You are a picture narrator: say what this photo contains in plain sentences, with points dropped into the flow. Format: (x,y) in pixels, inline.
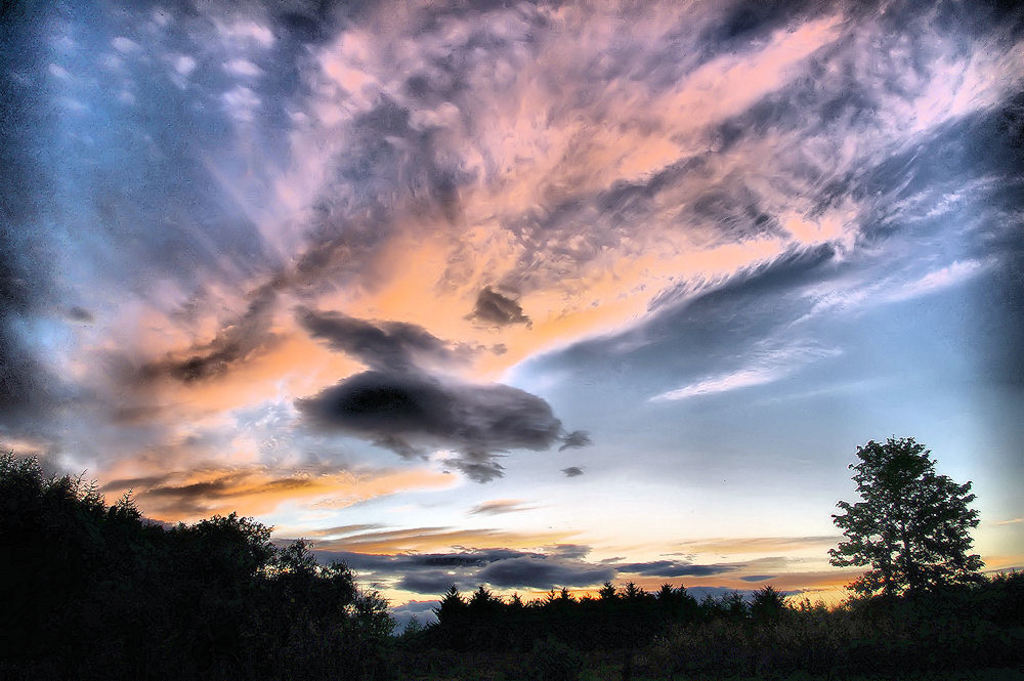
In this image we can see some trees (571,618) and the sky (518,369) which is in the color of orange, blue, white and black.
